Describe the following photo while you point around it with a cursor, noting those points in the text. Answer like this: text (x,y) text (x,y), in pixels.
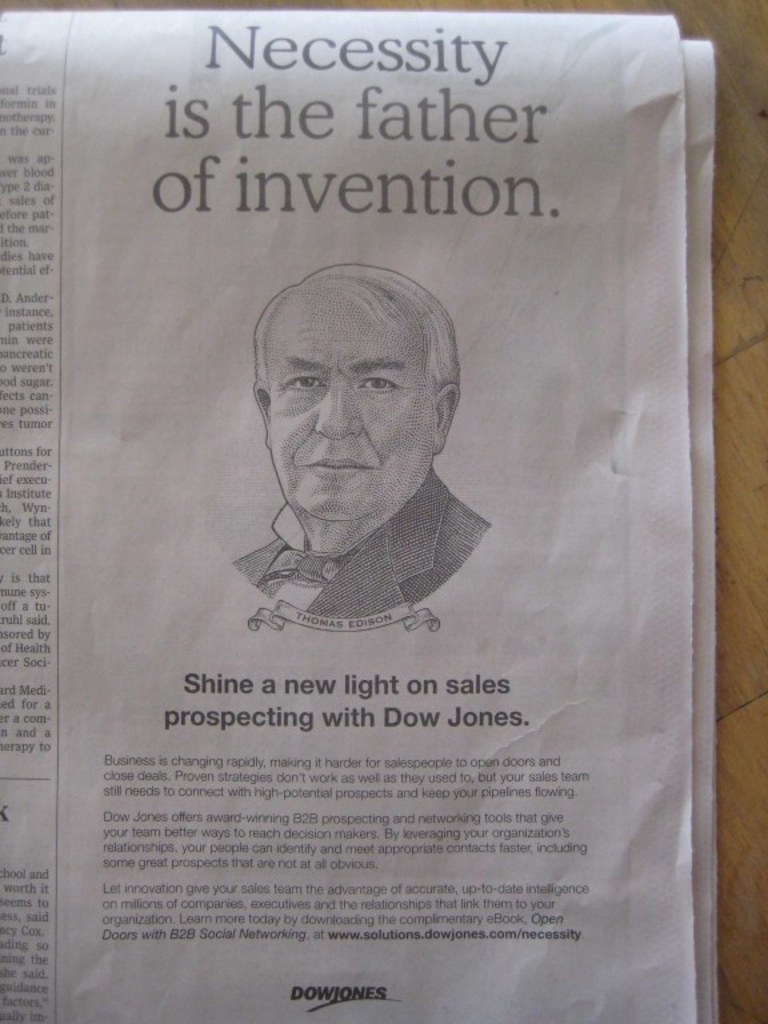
In this image we can see newspaper (225,709). In this image we can see persons face (371,372). At the top (413,149) and bottom we can see text (185,816).
